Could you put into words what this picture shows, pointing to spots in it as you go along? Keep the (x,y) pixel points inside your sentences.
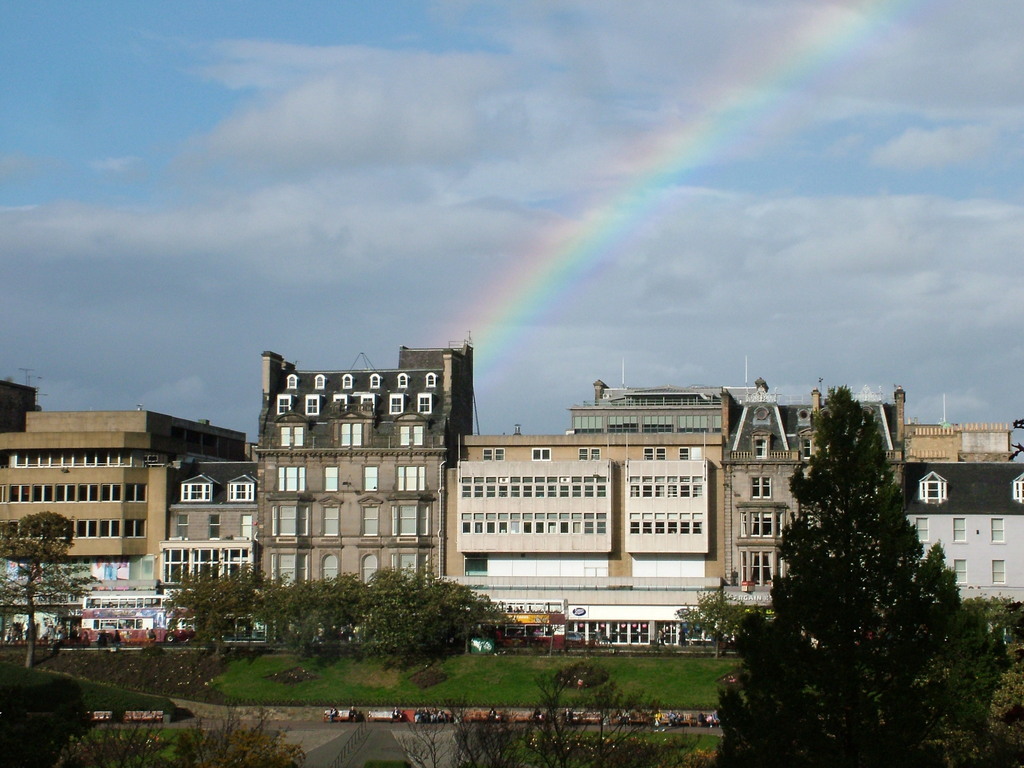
In this image, we can see vehicles (95,644) on the road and in the background (268,416), there are trees (791,576) and buildings (745,560). At the bottom (493,687), there is ground (526,678) and at the top (602,232), there is a rainbow (583,244) and we can see clouds (612,78) in the sky (700,226).
